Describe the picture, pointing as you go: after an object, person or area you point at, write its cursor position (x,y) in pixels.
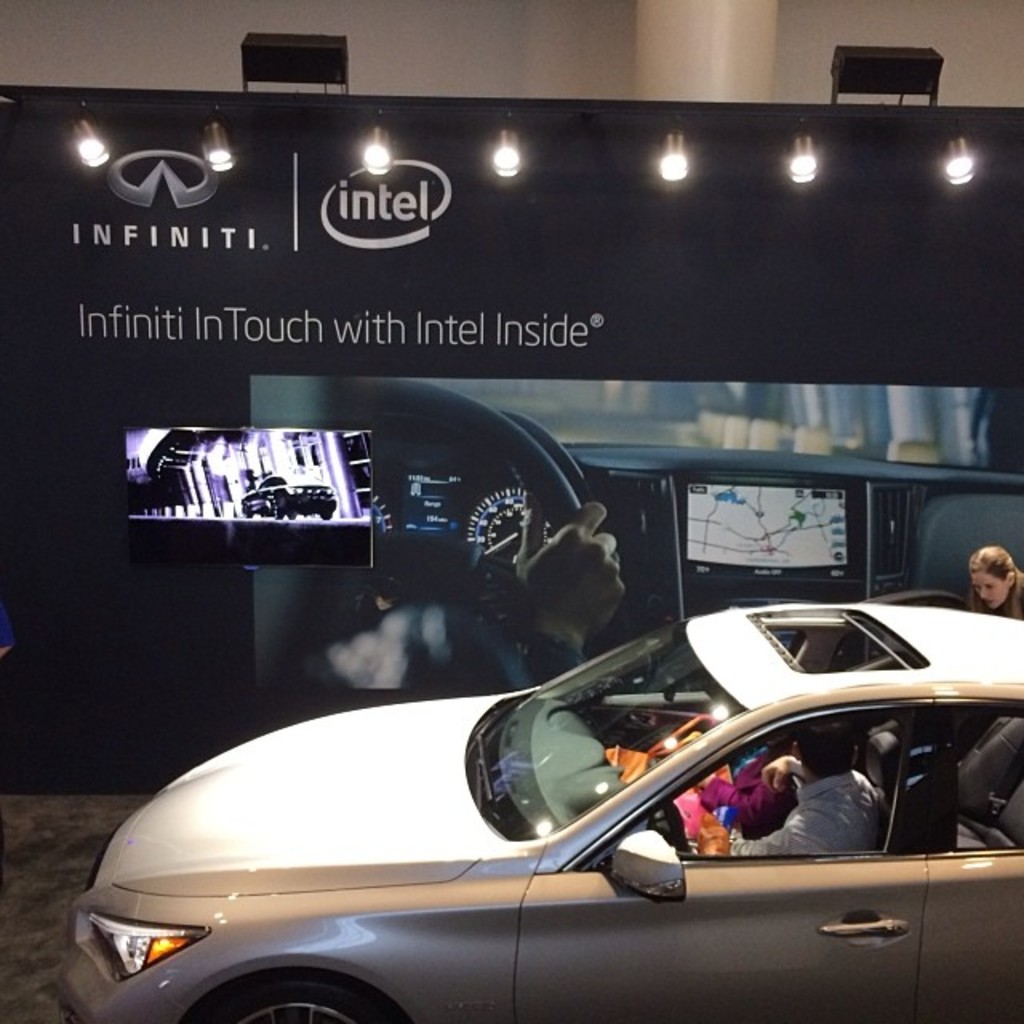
In this image we have a car (524,873) of white color, in the car (298,820) we can see persons (750,790) sitting in the car (676,774). In the background of the image (359,369) we have few lights (90,162) on the wall (854,121) and a banner (436,401).
